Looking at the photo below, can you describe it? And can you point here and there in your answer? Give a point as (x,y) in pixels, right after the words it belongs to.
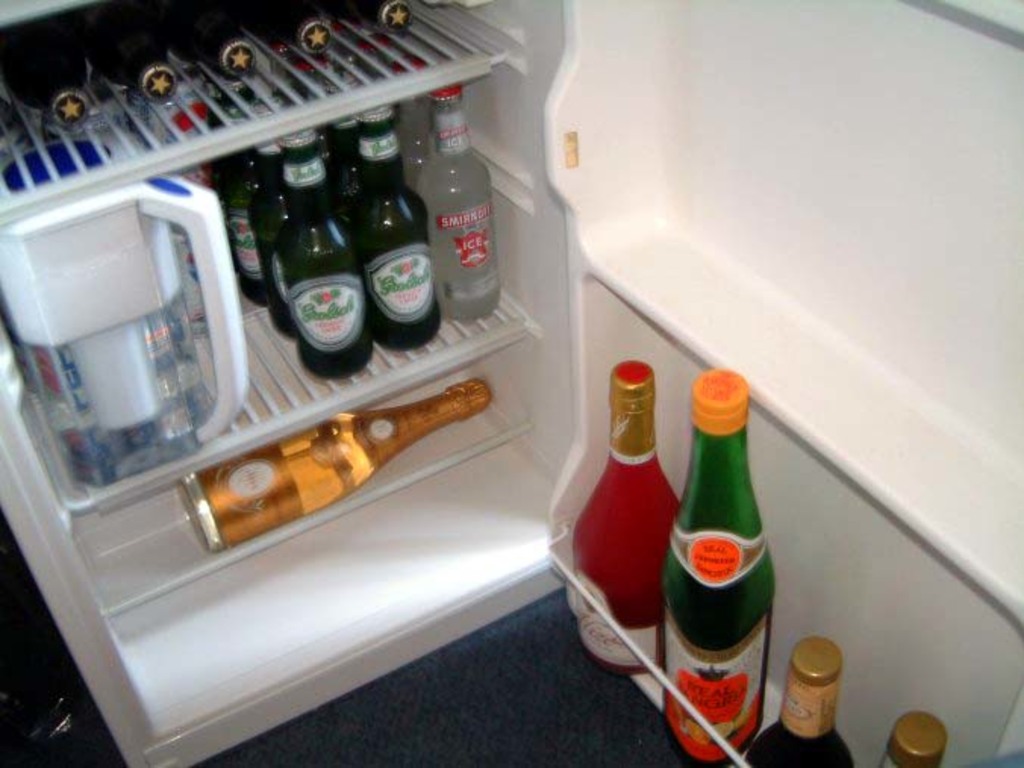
This image is taken indoors. At the bottom of the image (444,715) there is a floor (415,721). In the middle of the image (390,462) there is a fridge (371,387) which is opened. There are many bottles (300,482) in the fridge (511,446) and there is a jar (101,305). On the right side of the image (756,533) there are four bottles (715,592).
